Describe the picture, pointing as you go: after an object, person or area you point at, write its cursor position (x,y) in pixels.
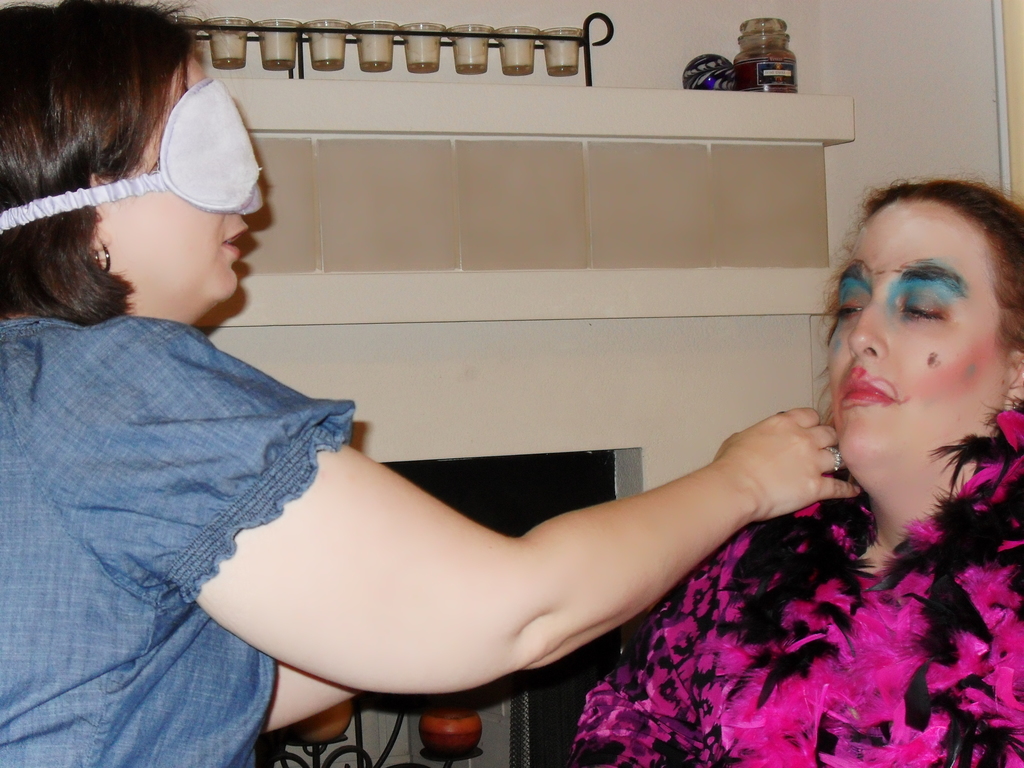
In this picture we can see two women (837,583), on the left side of the given image we can see a woman (227,401), she wore a blindfold (166,132), beside to them we can see a bottle (741,60) and other things (436,68).
